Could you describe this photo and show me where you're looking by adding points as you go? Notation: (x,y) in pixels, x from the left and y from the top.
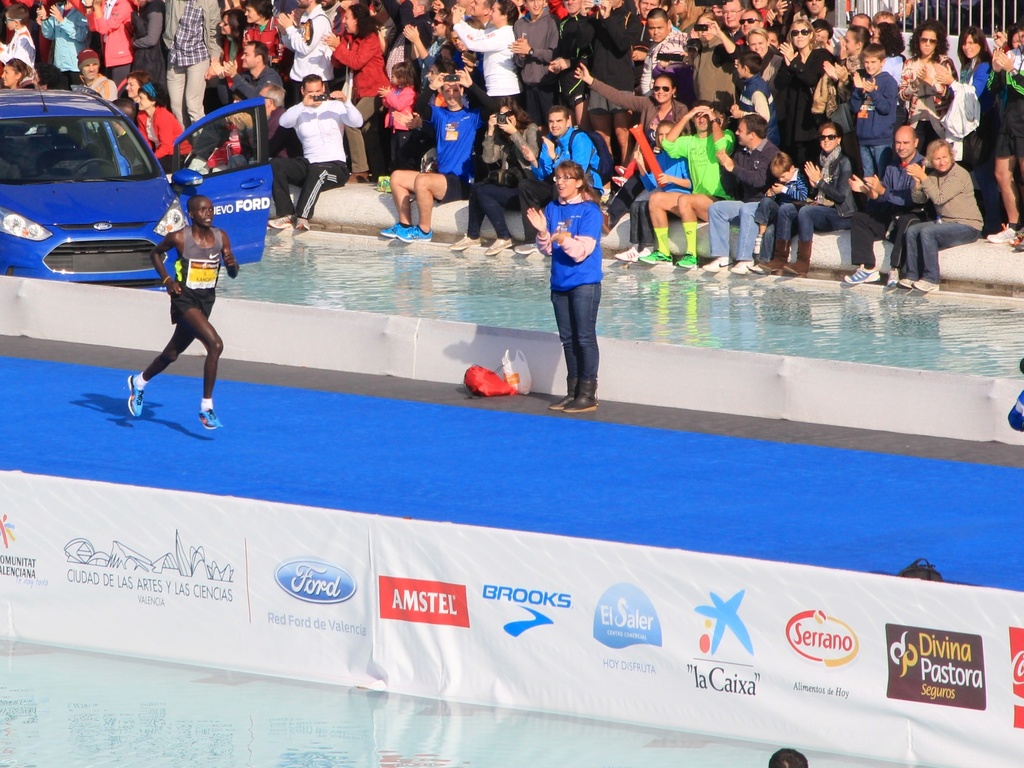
In this picture we can see a woman (588,209) standing, plastic cover (521,356), banners (410,593), car (82,175) and a person (139,376) running on the floor (441,458). In the background (366,95) we can see a group of people (664,92) and some objects (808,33).
